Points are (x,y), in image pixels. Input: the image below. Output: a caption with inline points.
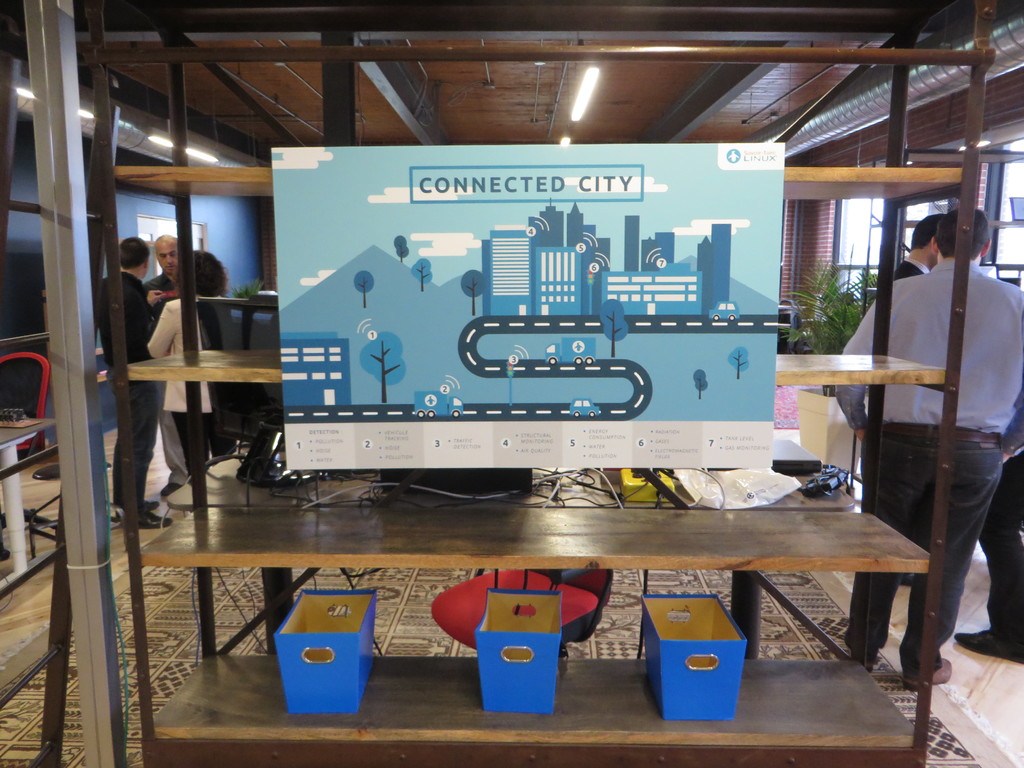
There is a sheet (553,437) with connected city written on it and there are group of people (933,290) in the background (926,326).
